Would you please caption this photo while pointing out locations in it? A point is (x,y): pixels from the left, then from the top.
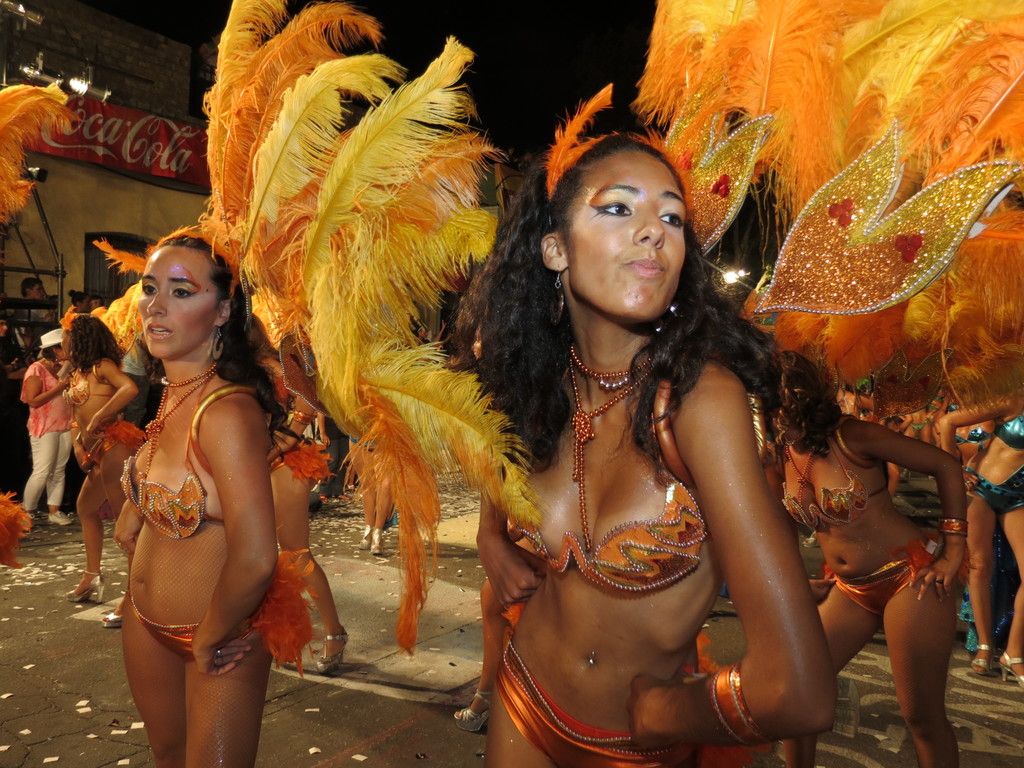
In this picture I see women (594,566) who are standing in front (199,426) and I see that all of them are wearing costumes (483,459) and I see the path (99,606). In the background (52,396) I see few more people (53,447) and I see that it is a bit dark and on the top left corner of this image (112,136), I see a banner (141,142) on which there is something written.
